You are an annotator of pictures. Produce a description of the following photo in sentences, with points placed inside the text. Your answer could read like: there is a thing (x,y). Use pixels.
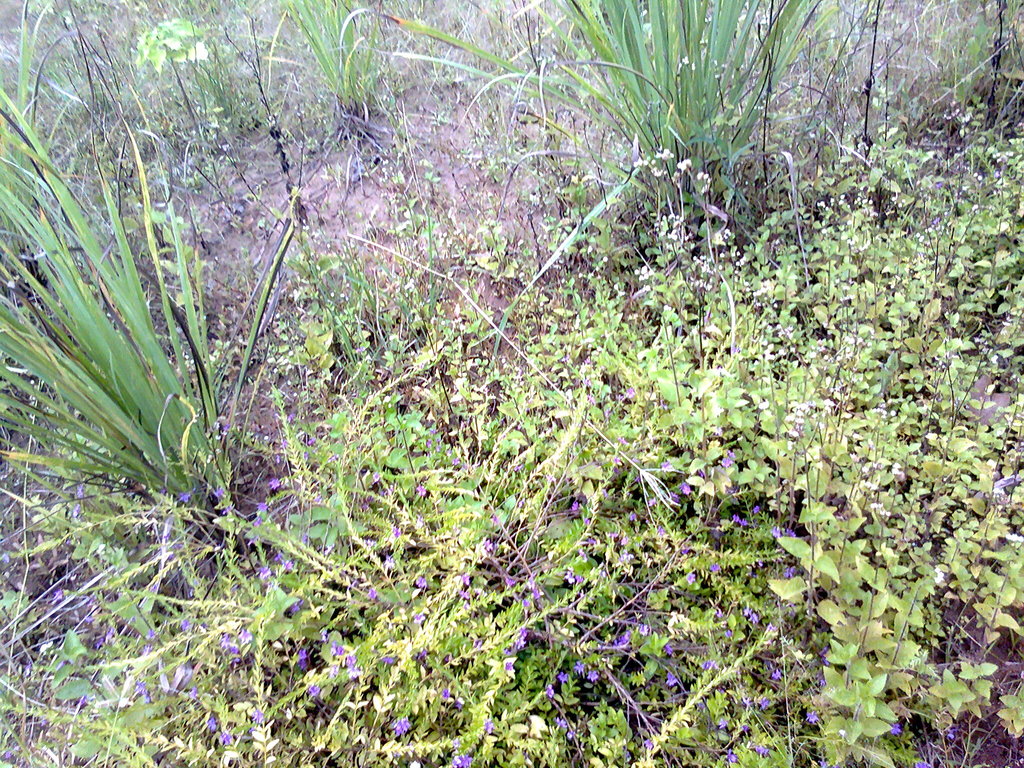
In this picture I can see plants (513,392) on the surface (489,328).
